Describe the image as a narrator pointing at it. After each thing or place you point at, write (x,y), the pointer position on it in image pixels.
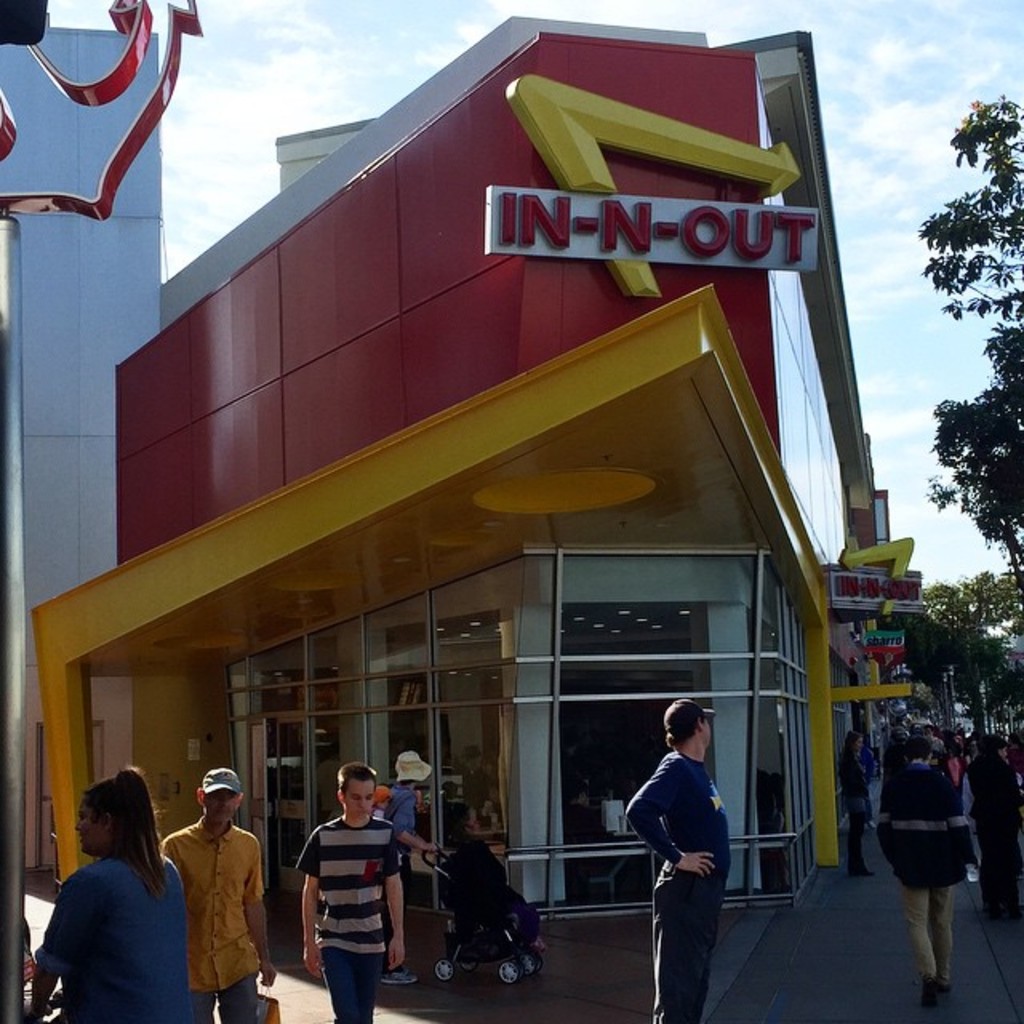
This looks like an architectural building (558,348) with the glass doors (648,621). This is a name board (636,233), which is attached to a building wall (456,212). On the left side of the image (102,219), this looks like a logo (41,204), which is attached to a pole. There are few people (246,926) walking and few people (918,775) standing. I think this is a stroller (491,912). On the right side of the image (970,611), I can see the trees (988,590). This is the sky (842,128).
